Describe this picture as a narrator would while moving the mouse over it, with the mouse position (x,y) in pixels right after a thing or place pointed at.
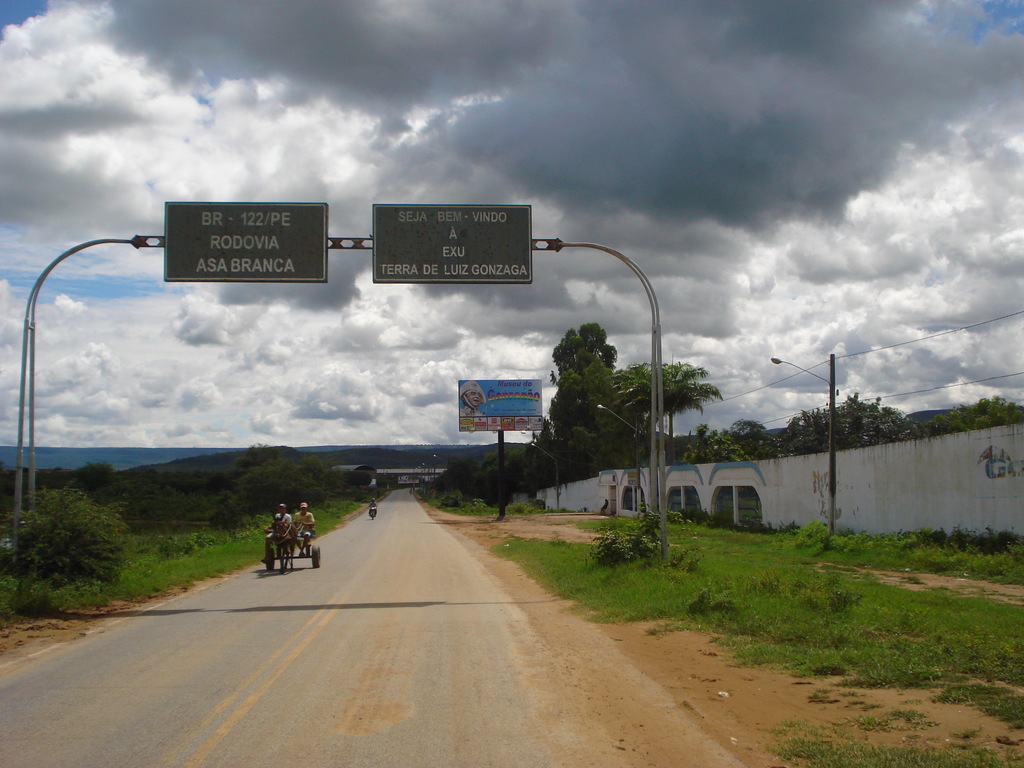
In the image there is a road (290,766) in the middle (380,500) with grassland (164,537) on either side of it and in the middle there is a donkey cart (296,550) going on the road (284,608), there is an arch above and over the top its sky (591,98) with clouds (858,192).
